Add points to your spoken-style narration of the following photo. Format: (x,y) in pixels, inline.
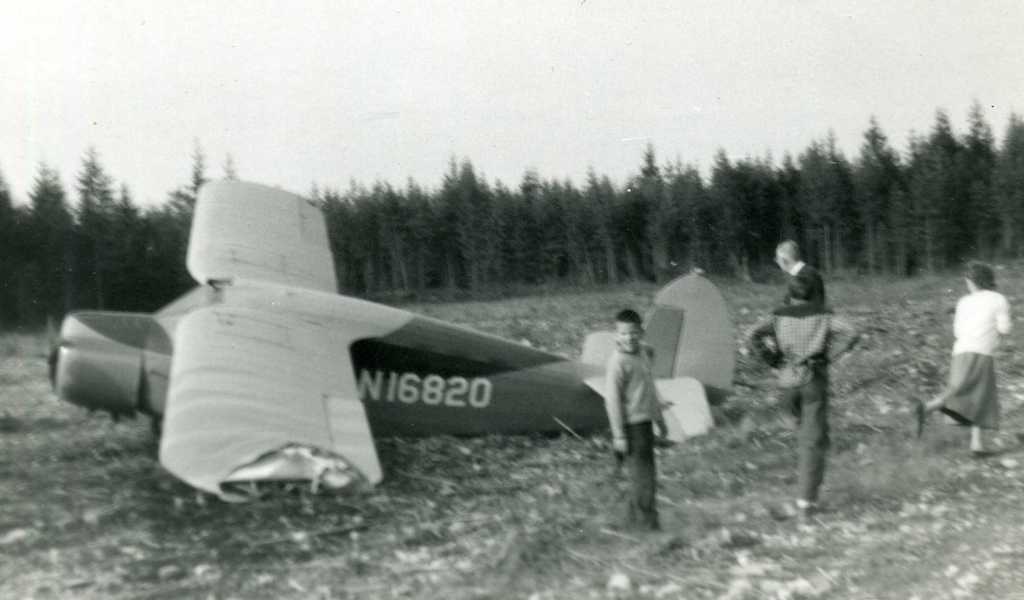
In this image we can see the aircraft (408,430). We can also see a boy (613,399) and also three persons (794,273) on the land (827,508). In the background (991,237) we can see many trees (663,233). Sky (551,122) is also visible and it is a black and white image.
